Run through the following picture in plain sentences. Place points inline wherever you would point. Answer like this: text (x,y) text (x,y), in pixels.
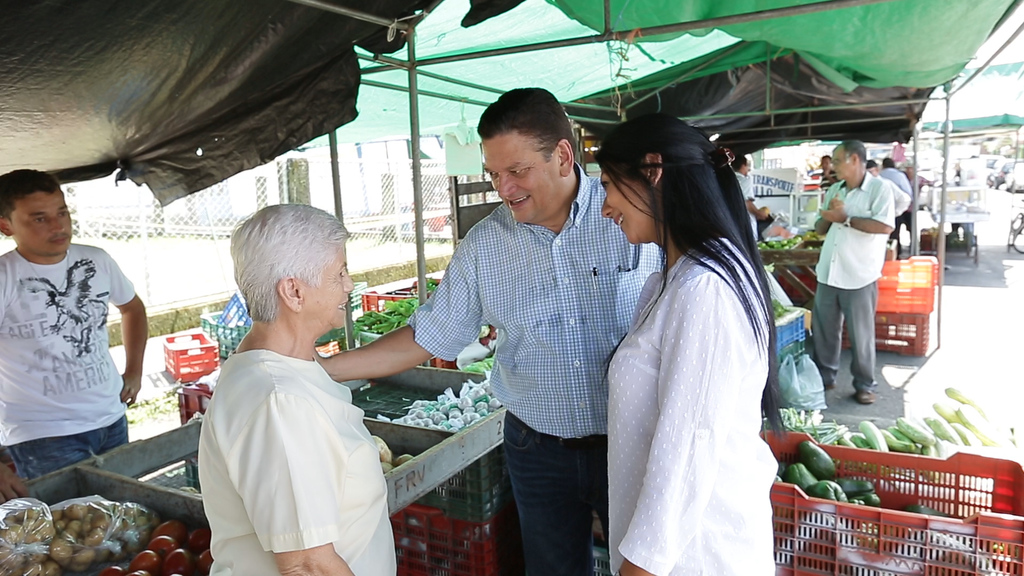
In this picture we can see the stalls (151,466), mesh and the people (543,210). In the middle portion of the picture (612,200) we can see the people (697,485) standing and it seems like they are talking. We can see vegetables (157,552) and the containers (997,494). On the right side of the picture (1016,336) we can see the road (989,342) and far it seems like the vehicles (1012,171).
